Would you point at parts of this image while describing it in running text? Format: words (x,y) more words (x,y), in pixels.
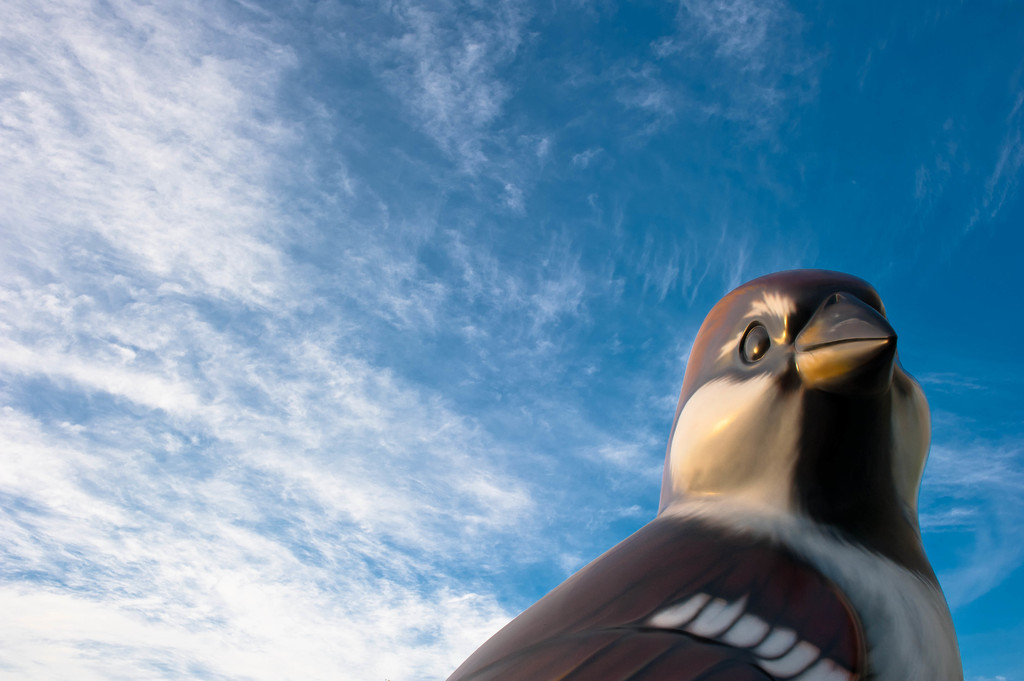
Front of the image we can see statue (831,509) of a bird (667,535). Background (484,201) there is a cloudy sky (191,286).
